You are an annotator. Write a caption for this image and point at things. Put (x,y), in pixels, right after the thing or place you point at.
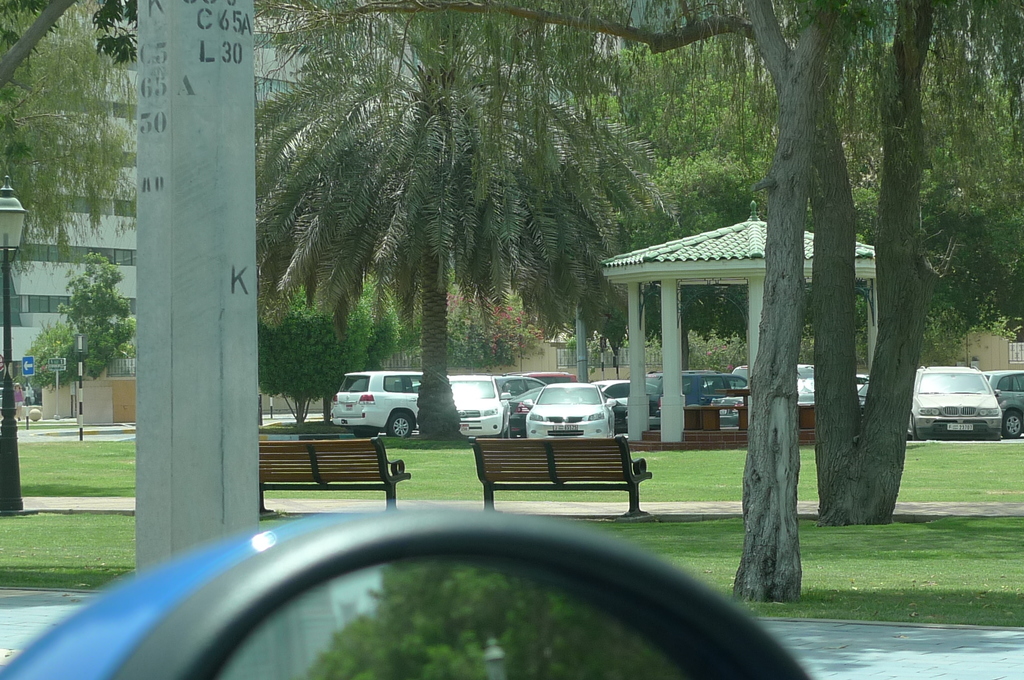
In this image I can see a mirror like thing (360,568) in the front (637,621). In the background (917,675) I can see a road (910,654), an open grass ground (819,528), a pole (155,16) and on it I can see something is written. I can also see number of trees (92,346), two benches (277,447), a shed (608,275), number of vehicles (921,372) and few buildings (47,287). On the left side of the image (7,249) I can see few poles (80,429), few people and a sign board (24,360).
